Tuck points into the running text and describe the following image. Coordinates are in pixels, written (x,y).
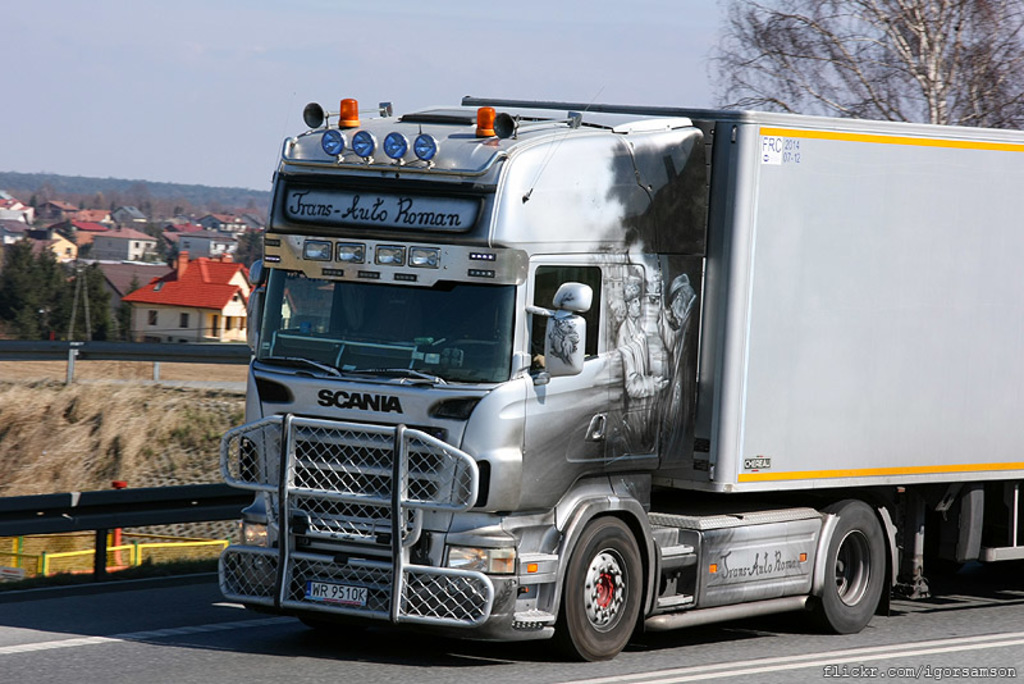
In this image there is a vehicle (521,492) on the road (360,646). Behind the vehicle (798,280) there is a tree (803,84). On the left side (73,285) there are many trees (68,311) and buildings (169,282). At the top of the image (175,87) I can see the sky (139,121).
